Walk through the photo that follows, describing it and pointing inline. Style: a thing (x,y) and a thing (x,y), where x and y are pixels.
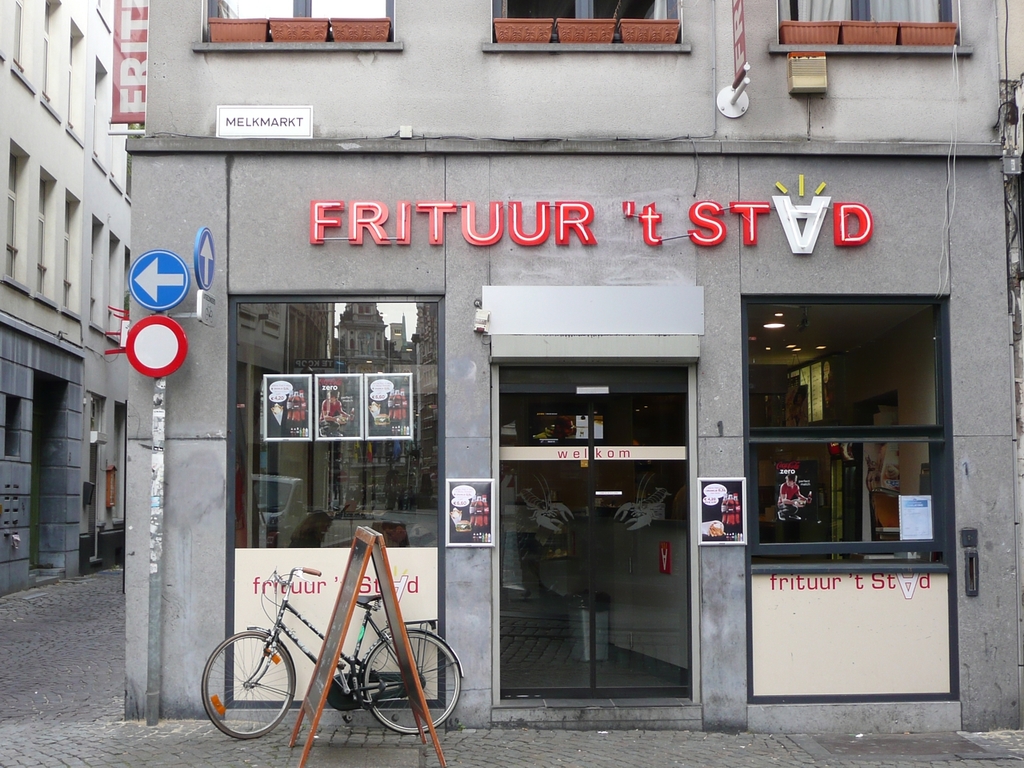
In the center of the image (373,386) we can see the doors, text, posters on the doors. In the background of the image (74,513) we can see the buildings (370,214), windows (22,67), photo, boards (529,319), sign boards (172,329), pole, bicycle (421,637). At the bottom of the image (7,676) we can see the floor (79,607).
